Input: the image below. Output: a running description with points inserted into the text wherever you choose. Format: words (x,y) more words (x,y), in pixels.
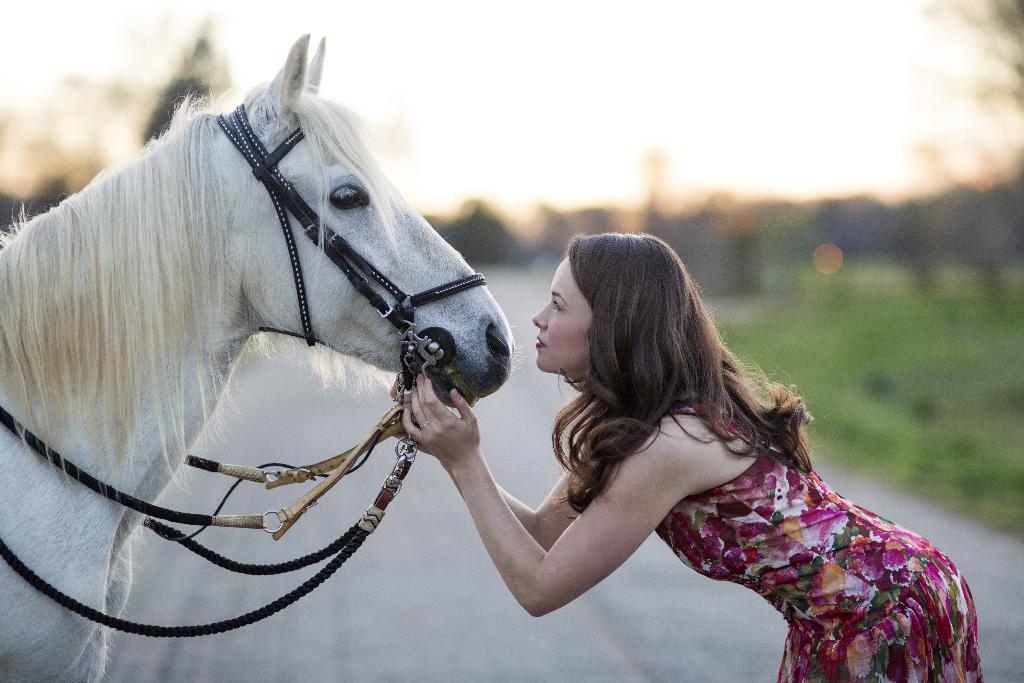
In this image I can see beautiful white horse (224,350) with its belts (269,512). I can see women (660,500) wearing pink color dress (844,567) having a brown hair (689,373). She is looking at the horse (480,303). At the background (842,317) I can see a grass (947,367) and some trees (970,211). It looks like a sunset.
